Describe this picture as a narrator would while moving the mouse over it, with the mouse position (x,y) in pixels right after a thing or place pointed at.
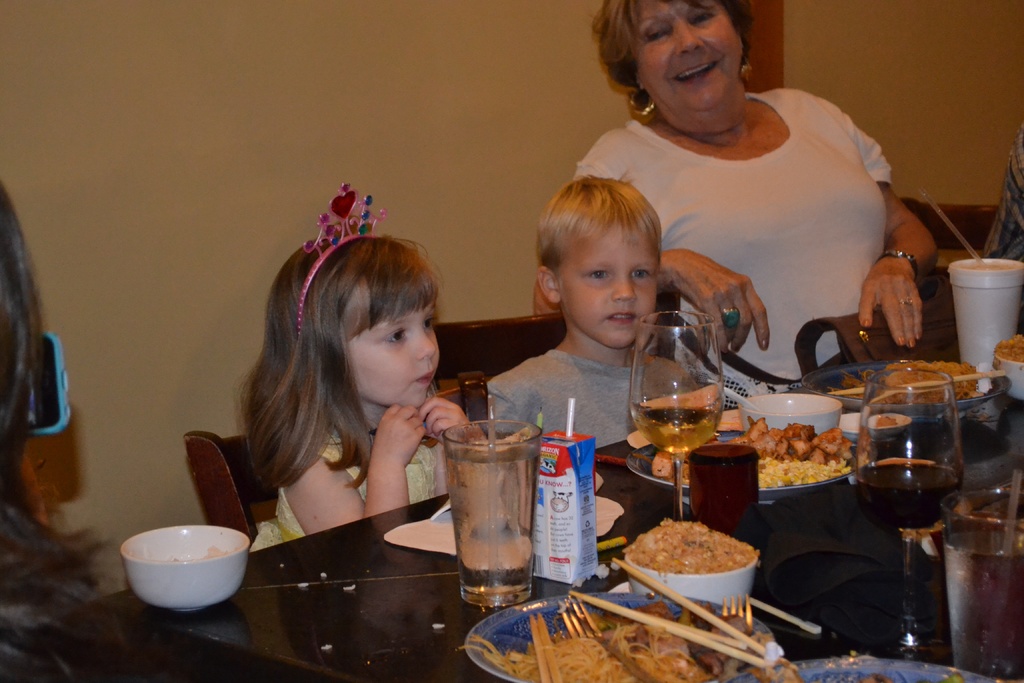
In this image I can see the group of people (415,284) sitting in-front of the table (302,641). These people (82,674) are wearing the different color dresses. On the table (545,593) I can see plates (772,491) with food (799,463), glasses (471,531), bowls (736,574), forks (617,654), chopping sticks (554,658) and the tetra-pack (564,499). In the back (415,115) I can see the wall (486,176).
